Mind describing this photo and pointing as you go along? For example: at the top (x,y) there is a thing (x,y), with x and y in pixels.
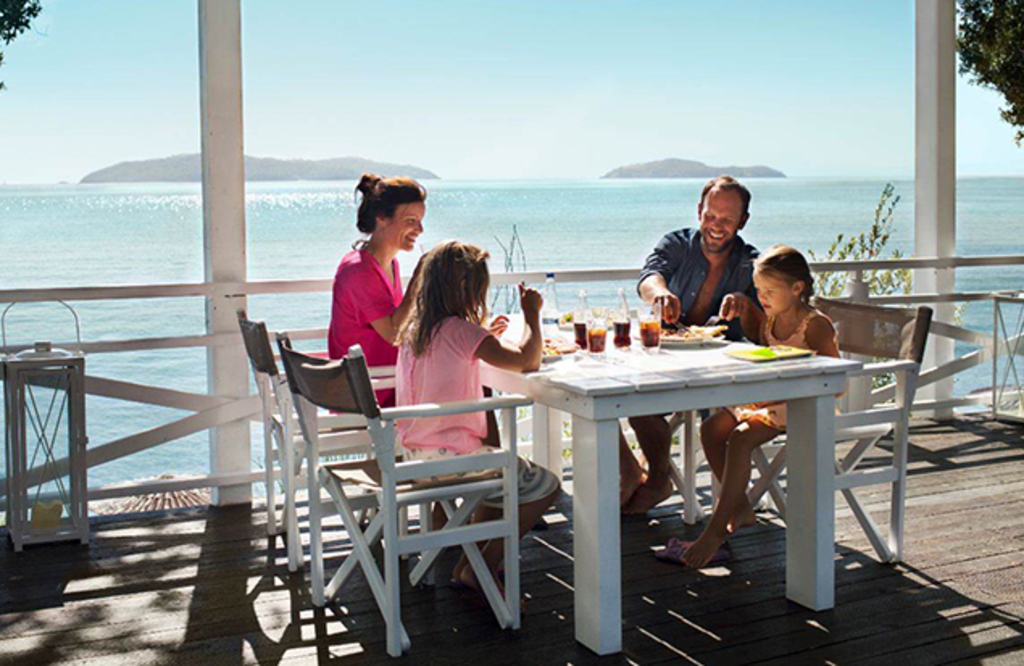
This is a sea (96,219). Far there are mountains (251,167). This is plant (874,235). These persons (760,281) are sitting on a chair (862,333). In-front of this person (792,268) there is a table (658,348), on a table (628,358) there is a plate (688,337), bottle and glasses (644,327). These two persons (711,222) are holding a smile.
